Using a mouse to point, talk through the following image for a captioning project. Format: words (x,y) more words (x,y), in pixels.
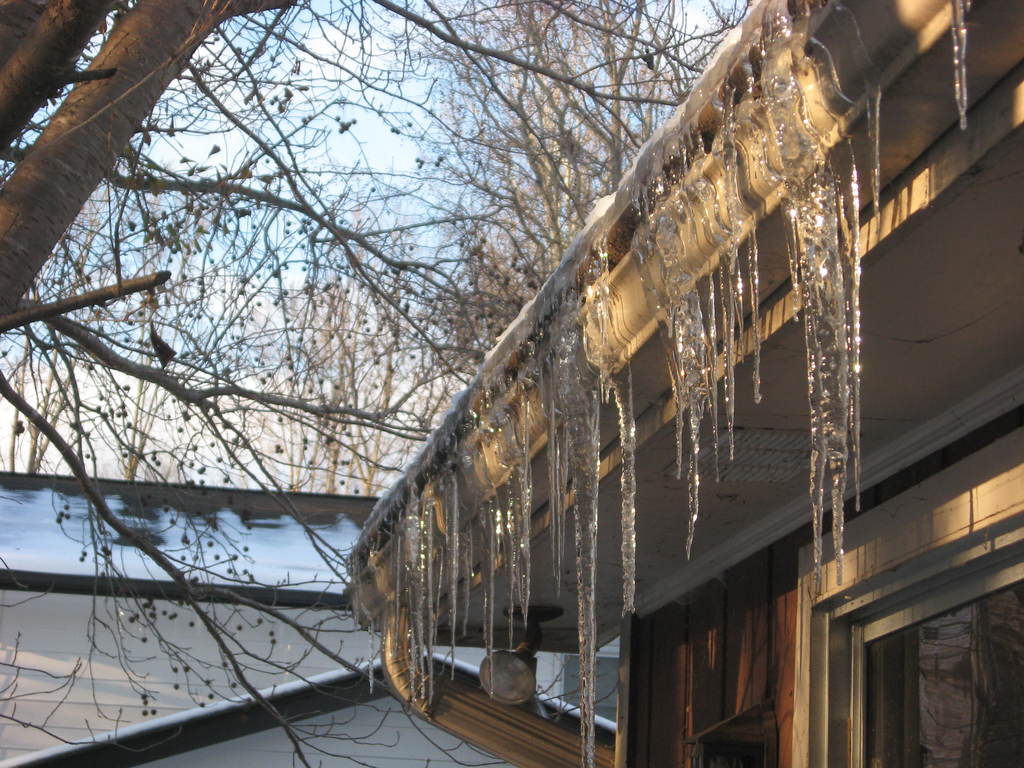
In this image there is a buildings (692,612), ice (476,465), tree (249,6), light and sky (285,260).
